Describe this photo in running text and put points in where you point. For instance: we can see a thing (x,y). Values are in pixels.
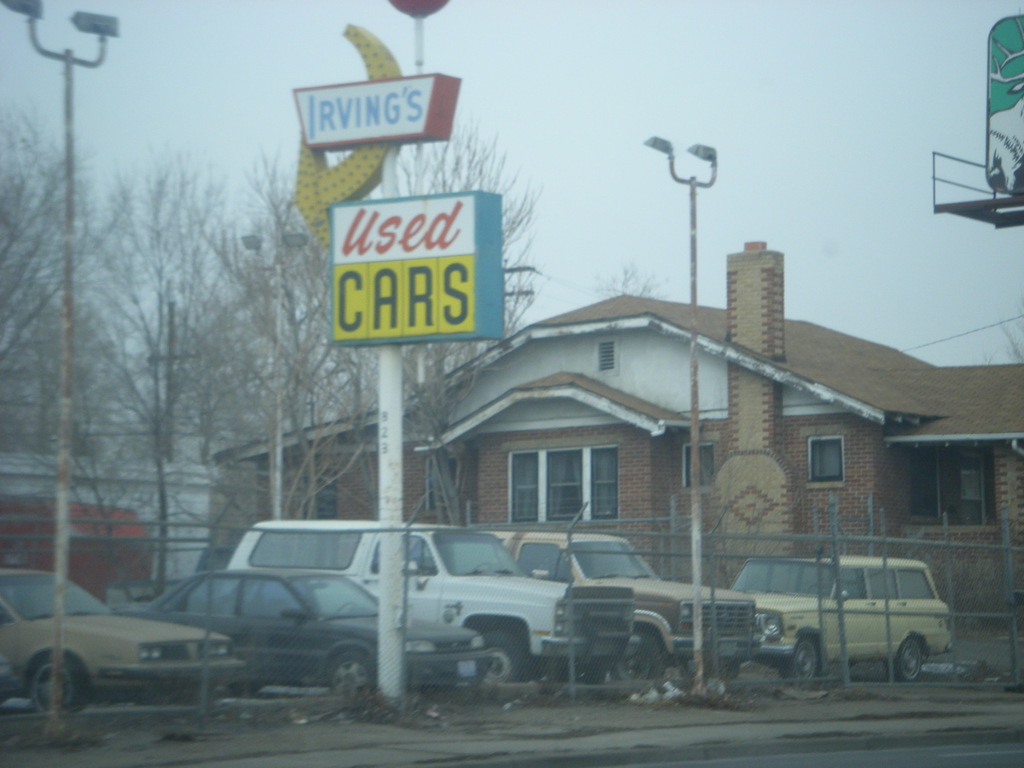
In this image I can see few cars (261,570). I can see a building (735,516). There are few trees (240,428). I can see a pole (387,488). I can see a board (399,134) with some text (391,245).
